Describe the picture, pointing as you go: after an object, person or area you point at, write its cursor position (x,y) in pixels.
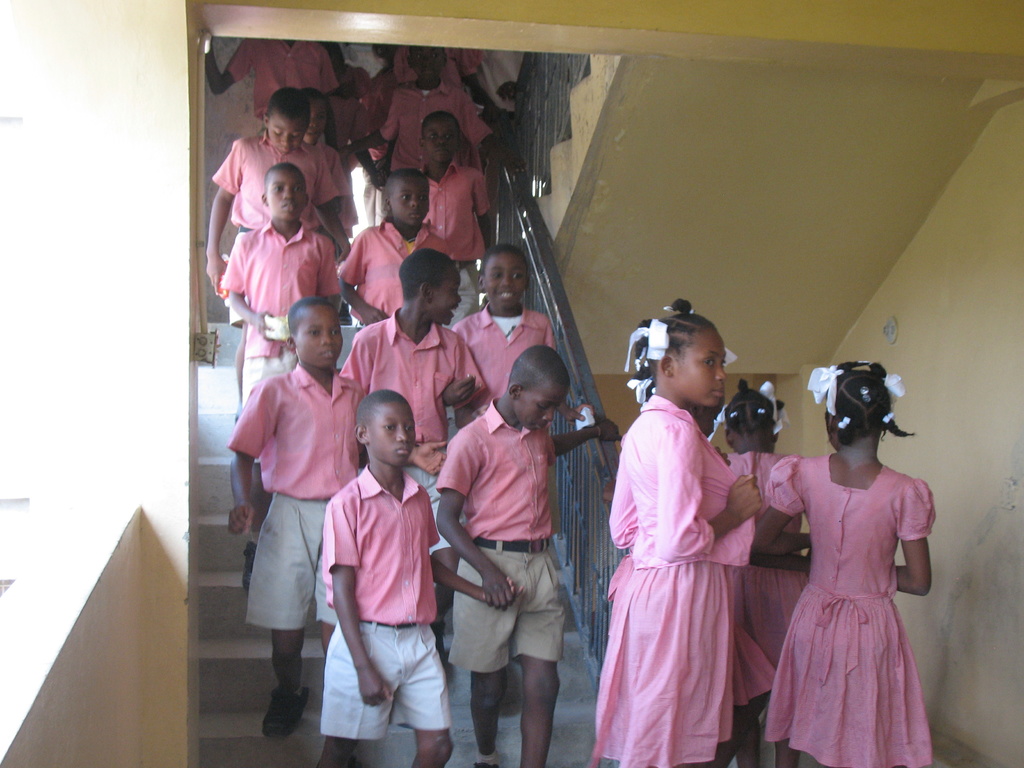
In this image children (409,267) are walking on steps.
